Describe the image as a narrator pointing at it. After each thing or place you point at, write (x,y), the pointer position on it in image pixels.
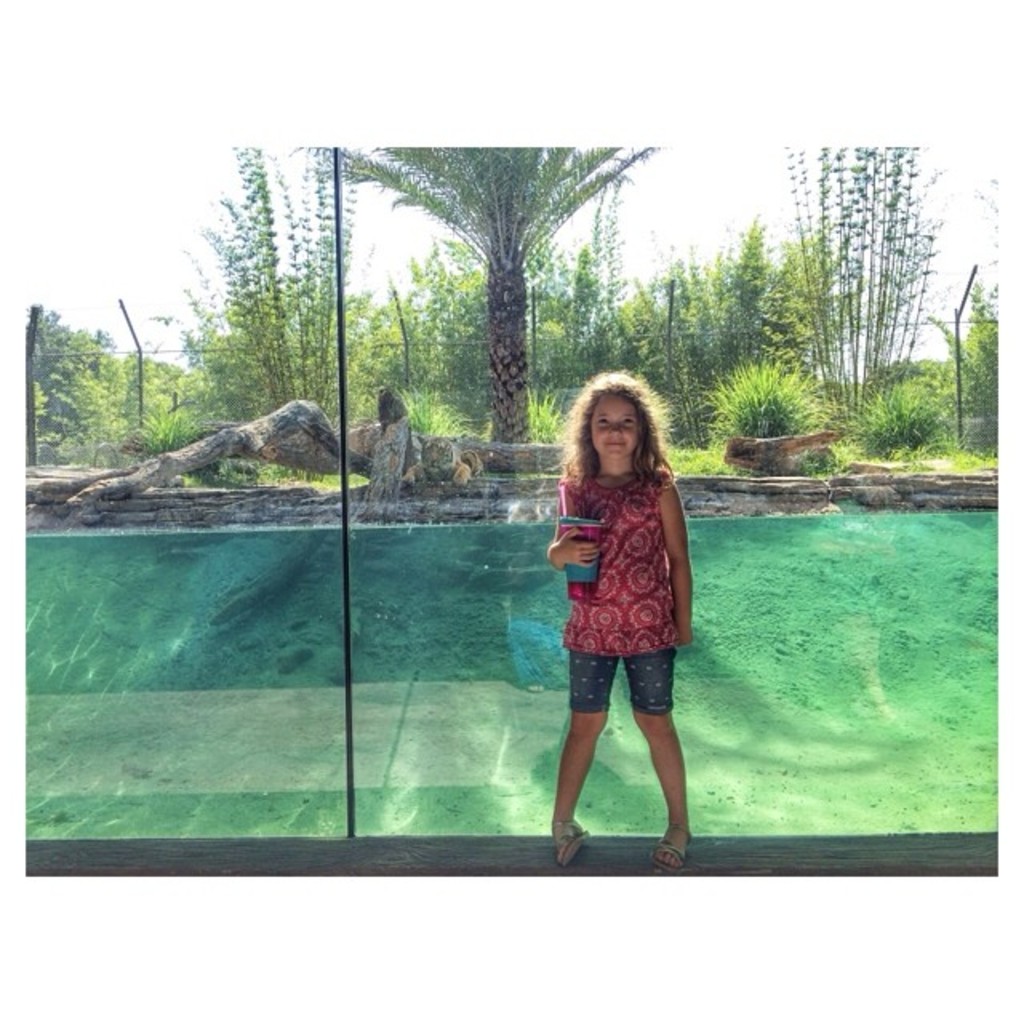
The girl (615,499) in front of the picture wearing a red top (658,594) is standing and holding a cup (586,596) in her hand (565,546). She is smiling. Behind her, we see the glass (438,500). Behind that, we see long wooden sticks (357,447). Behind that, we see the fence (200,403) and the poles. There are trees (477,298) in the background (518,291).
